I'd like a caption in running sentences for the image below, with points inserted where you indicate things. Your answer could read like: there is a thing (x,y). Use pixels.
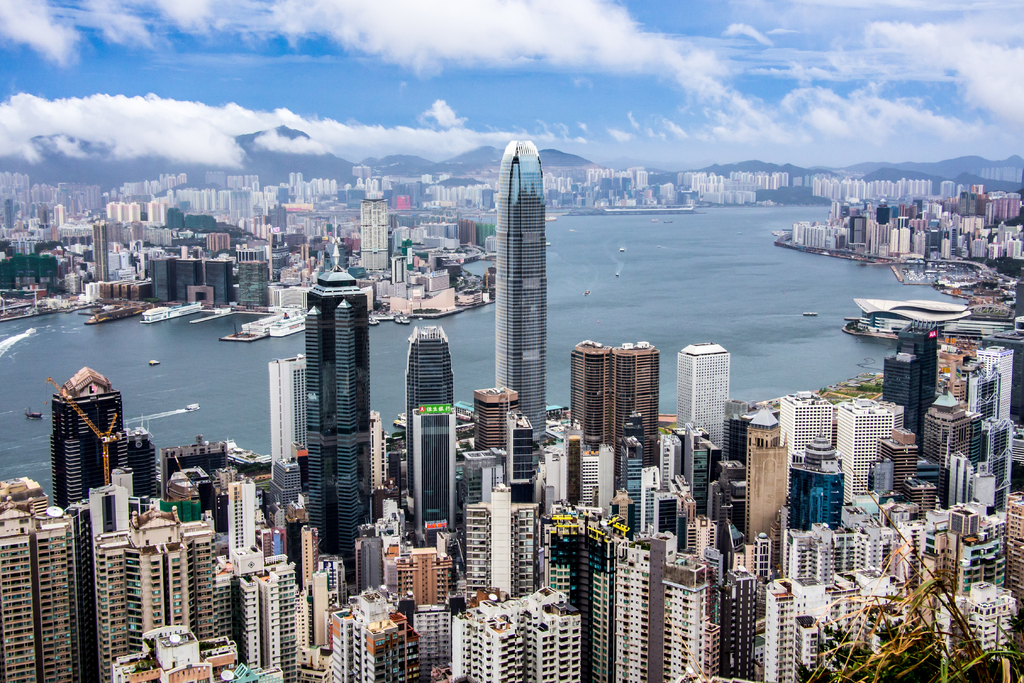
In this image we can see a group of building (774,437). In the middle (558,389) we can see the water (729,225) and boats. Behind the building (277,204) there are mountains (160,156). At the top (503,85) we can see the sky (459,85).
